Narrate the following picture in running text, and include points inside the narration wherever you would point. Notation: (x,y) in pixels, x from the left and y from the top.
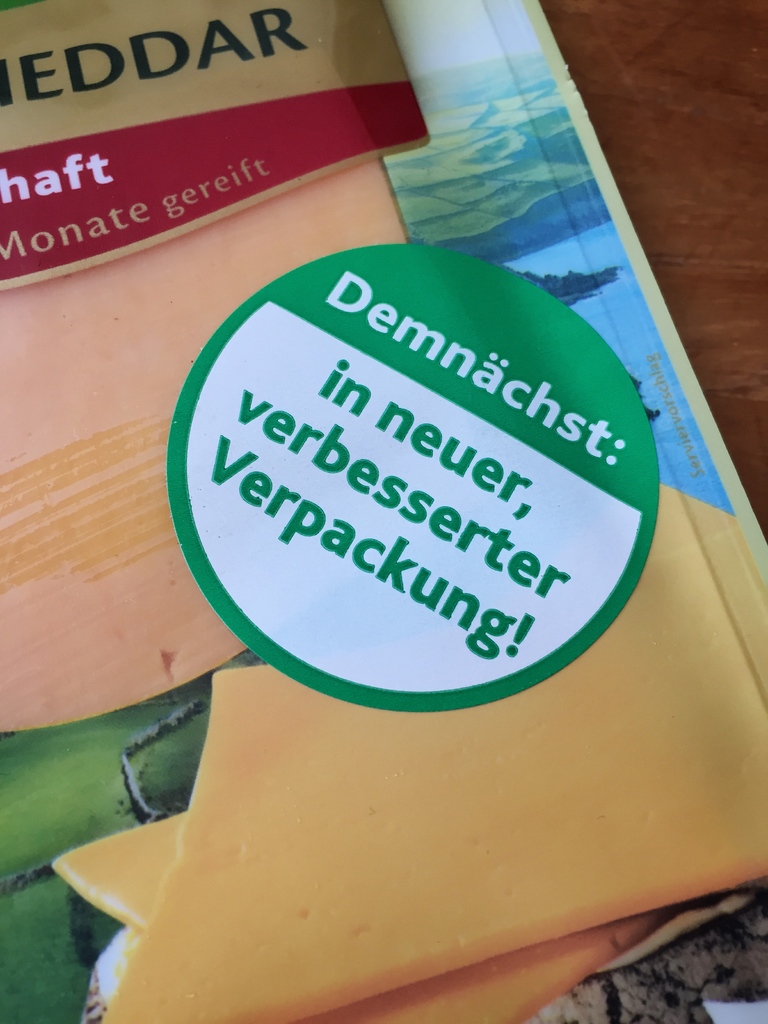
In this image I can see a paper (398,357) in front (57,99), on which there is something written and I see the pictures (503,178) of grass (33,795) and the water (611,237) and I can see the brown color surface (674,220) on the right top corner of this picture (689,140).
